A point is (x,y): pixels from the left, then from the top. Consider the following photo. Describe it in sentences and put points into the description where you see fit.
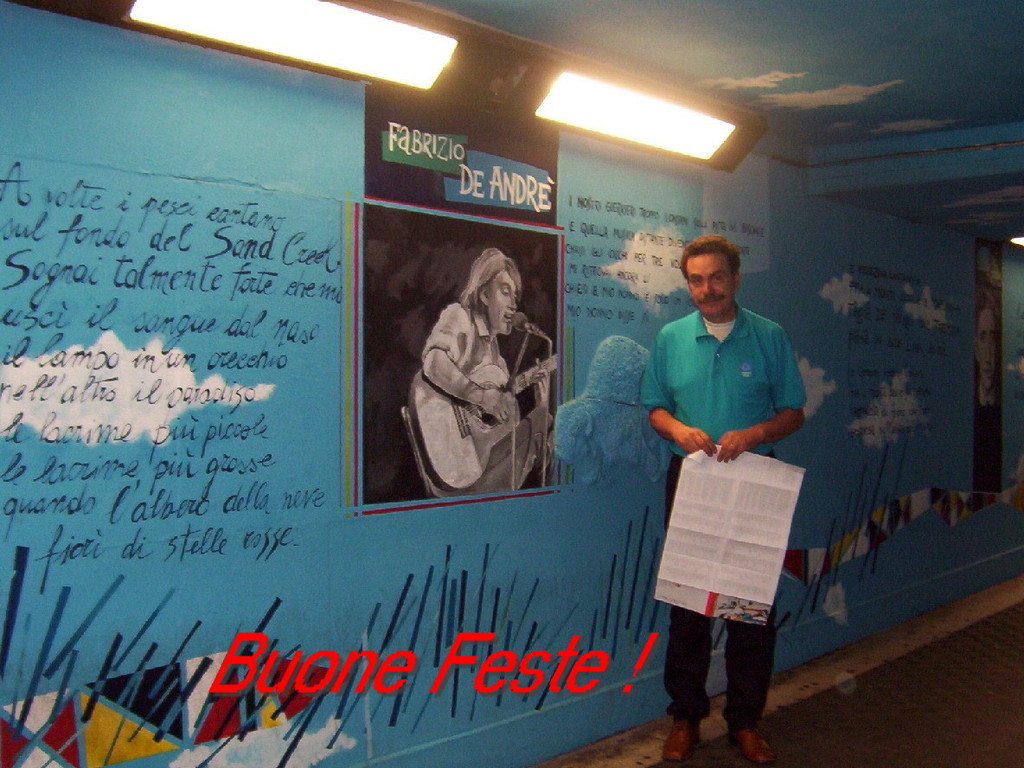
In the picture we can see a person (699,438) wearing blue color T-shirt (683,407) is holding a paper (739,519) and standing near the wall (820,574). In the background (820,574), we can see a blue color wall (25,518) on which we can see some text (199,358) is painted and we can see a picture (429,356) of a person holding a guitar (430,398) and there is a mic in front. Here we can see the ceiling lights (687,120) and a watermark (625,688) at the bottom of the image (241,638).
